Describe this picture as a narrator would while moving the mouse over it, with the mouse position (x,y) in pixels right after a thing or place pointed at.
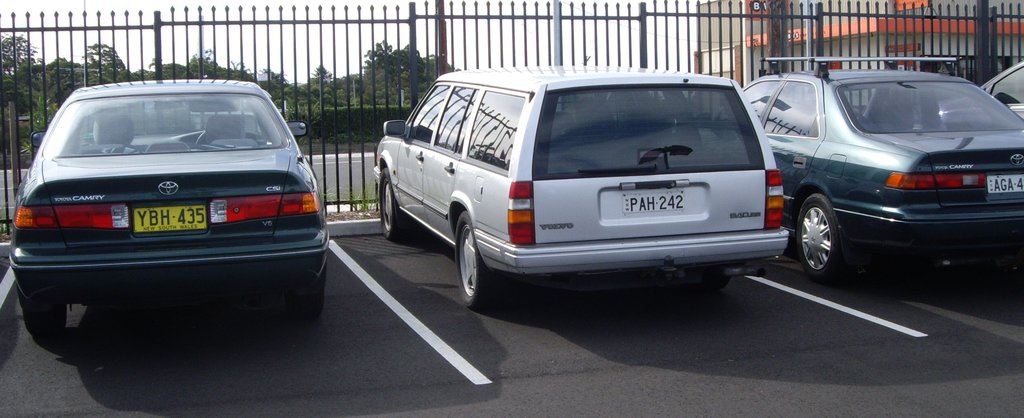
There are four cars (517,231) parked on the road (732,298) at the fence (268,12). In the background (246,2) there are trees (403,81), plants (334,138), grass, road (341,164) and sky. On the right (703,65) there is a building (846,40).
